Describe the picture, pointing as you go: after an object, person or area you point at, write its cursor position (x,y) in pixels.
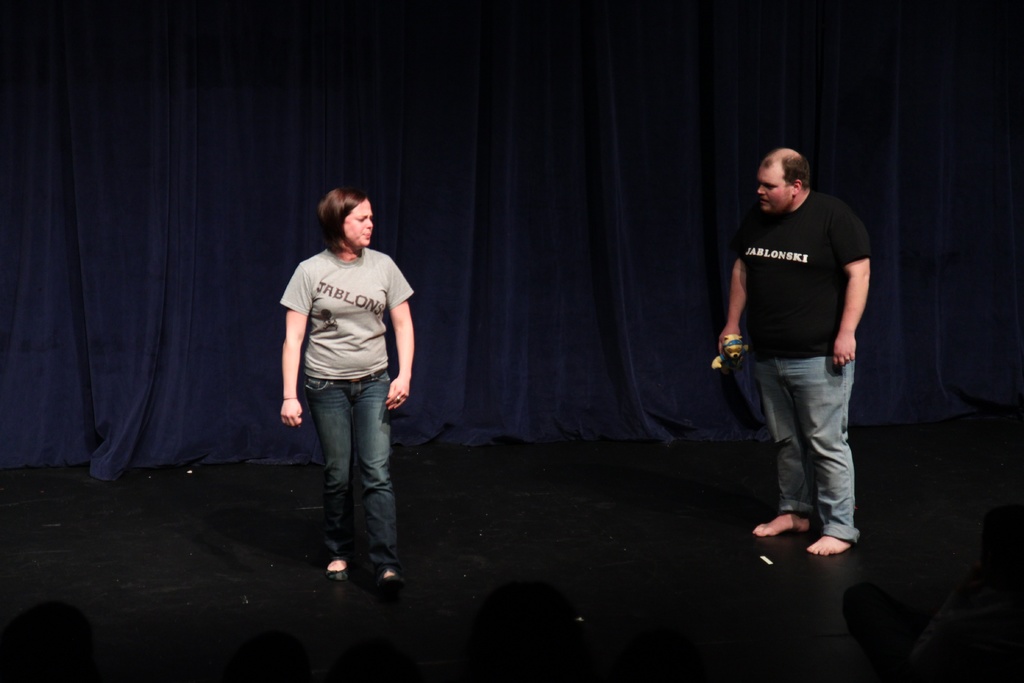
In this image I can see two persons (842,349) standing and the person (812,325) at right (806,247) is wearing black shirt (804,298) and gray color pant (830,456) and the person (295,321) at left (324,314) is wearing gray color shirt (312,309). Background (1011,208) I can see the curtains (408,127) in blue color.
